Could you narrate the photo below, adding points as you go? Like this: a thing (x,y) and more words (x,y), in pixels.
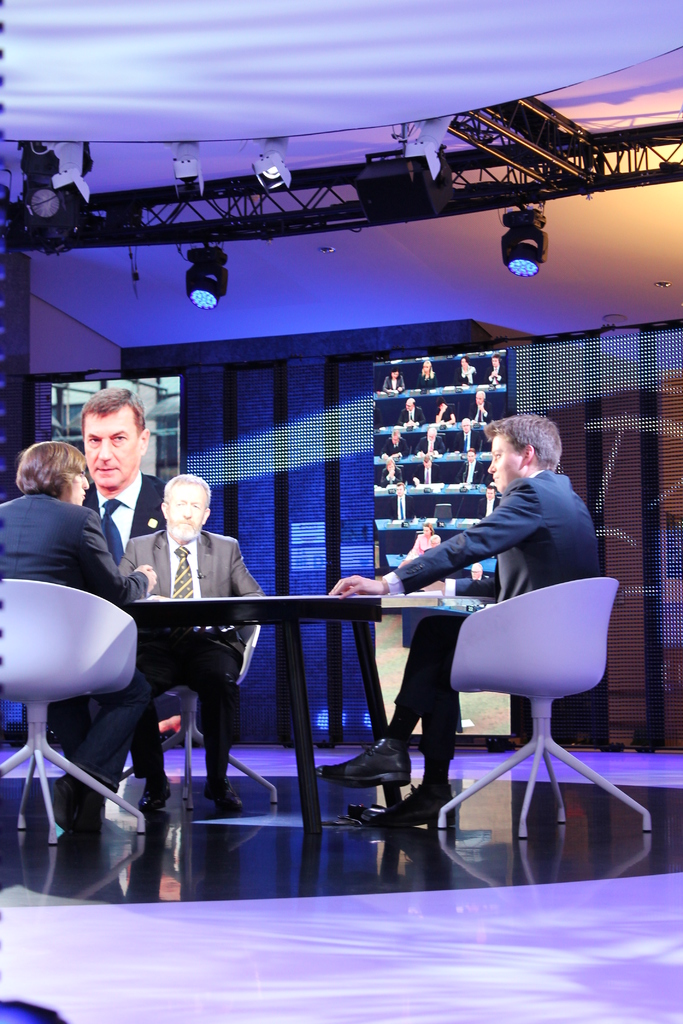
In this image there are group of people (117,580) who are sitting on a chair (83,618) in front of them there is one table (293,617) it seems that they are talking on the top of the image (159,85) there is one ceiling (189,79) and in the middle of the image (228,432) there is one wall (55,331) and lights (515,226) are there and on the background (478,388) there is screen (484,381).
